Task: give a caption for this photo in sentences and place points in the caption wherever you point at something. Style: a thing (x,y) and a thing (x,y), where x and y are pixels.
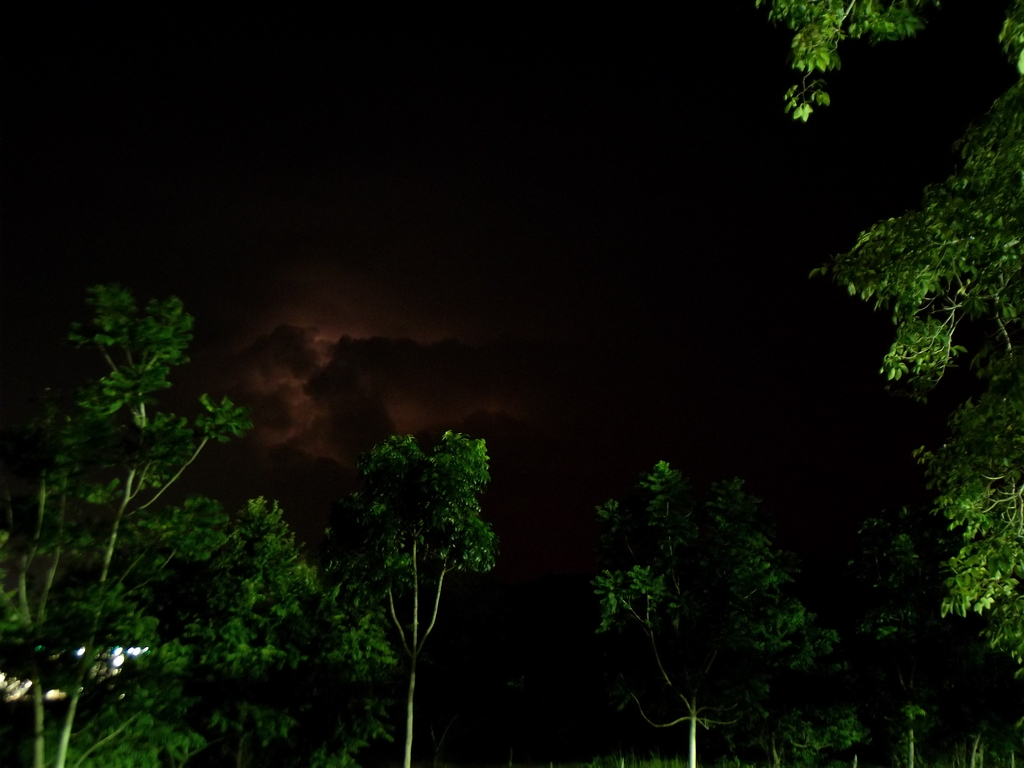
In this picture we can see trees (136,621), lights (115,660) and in the background (466,154) it is dark.
